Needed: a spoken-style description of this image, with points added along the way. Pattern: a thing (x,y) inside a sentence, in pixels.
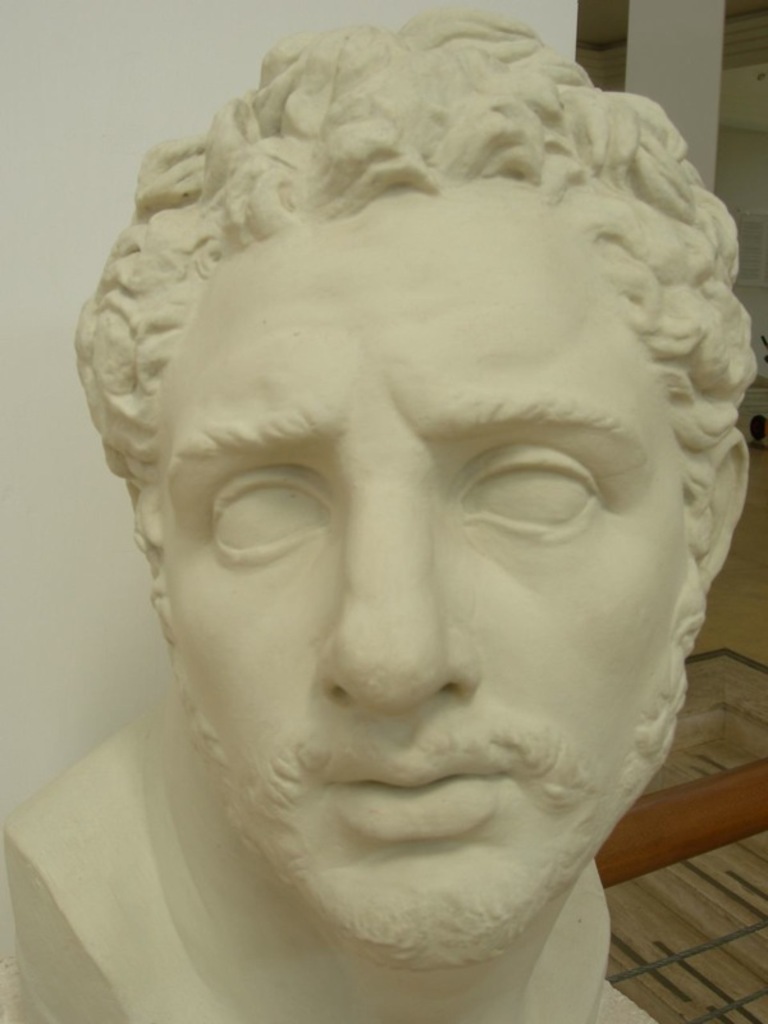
In this picture there is a sculpture (388,679) of a person (349,664) and there are some other objects (613,30) in the background (733,725).
